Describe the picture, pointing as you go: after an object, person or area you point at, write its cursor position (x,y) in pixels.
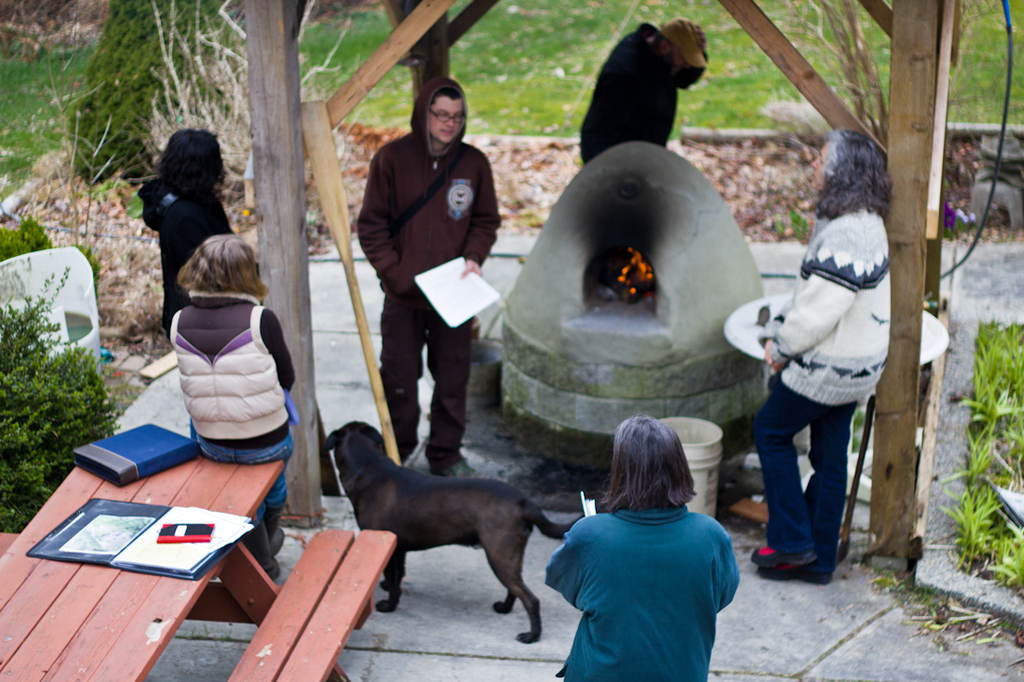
In this picture we can see some people (439,146) standing here, this man (453,250) is holding a paper (471,283), there is a wood stove (639,281) here, we can see a dog (525,518) here, at the left bottom (170,604) there is a bench (277,631) and a table (171,636), we can see two files (129,523) on the table (71,484), we can see some plants (36,436) here, there is grass (1023,462) here, we can see a bucket (715,465) here.
